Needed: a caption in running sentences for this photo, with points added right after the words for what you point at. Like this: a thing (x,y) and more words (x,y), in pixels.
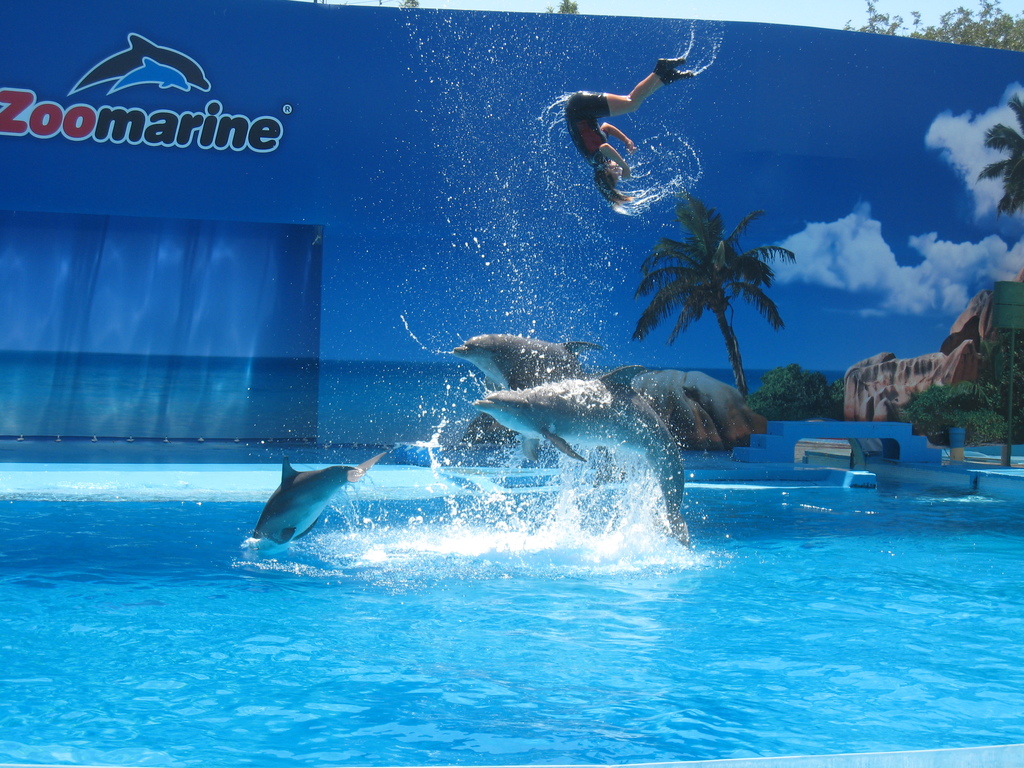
In this image, I can see the dolphins (537,430) and a person (579,126) jumping above the water (507,523). In the background (481,437), there is a board (151,163) with the words (255,124), logo (153,85), pictures (787,405) of trees (809,378), sky (967,189) and rocks (951,345). On the right side of the image (807,444), I can see a bench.
